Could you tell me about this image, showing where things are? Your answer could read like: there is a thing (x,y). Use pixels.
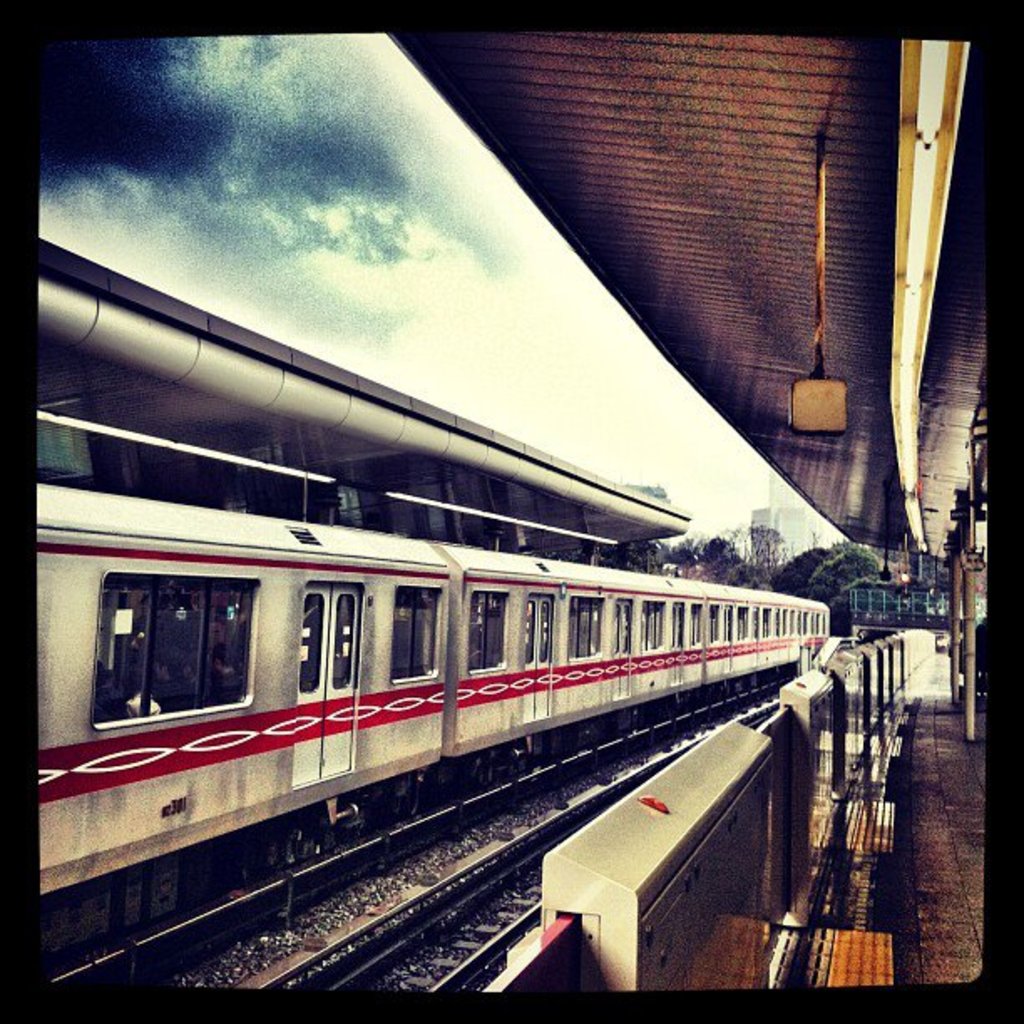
In this image I can see a train (157,735) on the track (332,966) and the train (158,735) is in gray and red color. Background (778,576) I can see trees (841,591) in green color, few buildings (769,524) in white color and the sky (520,319) is in white and black color.
